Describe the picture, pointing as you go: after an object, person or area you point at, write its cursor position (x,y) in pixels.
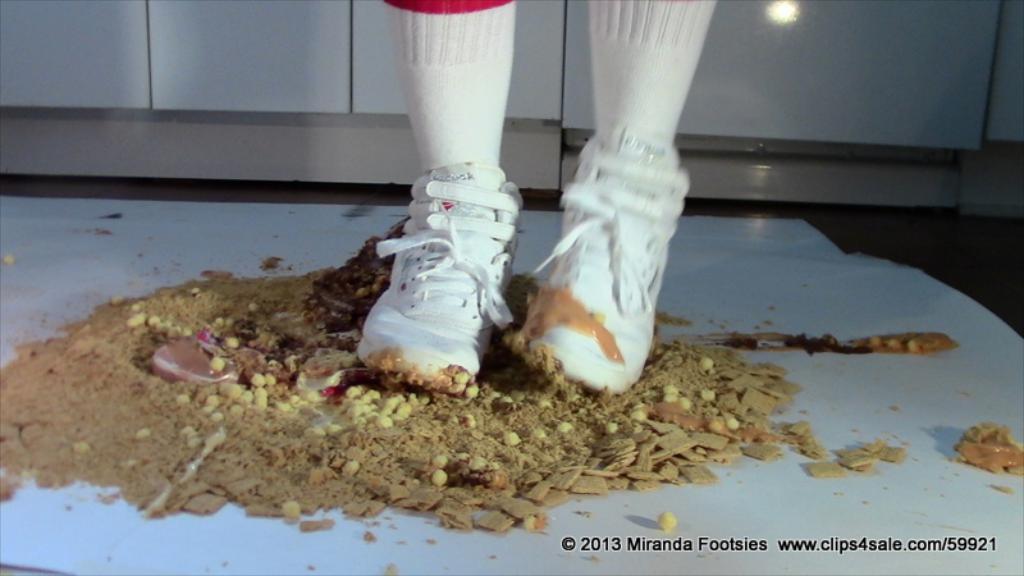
In the middle of this image (606,263), there is a person (688,81) wearing white color socks (651,61) and shoes (454,214) and placing both legs (476,197) on the chips (641,406) and other food items (736,361) which are placed on a white color chart (949,513). In the background (927,71), there is a light (778,19) on a white color wall (717,68).
